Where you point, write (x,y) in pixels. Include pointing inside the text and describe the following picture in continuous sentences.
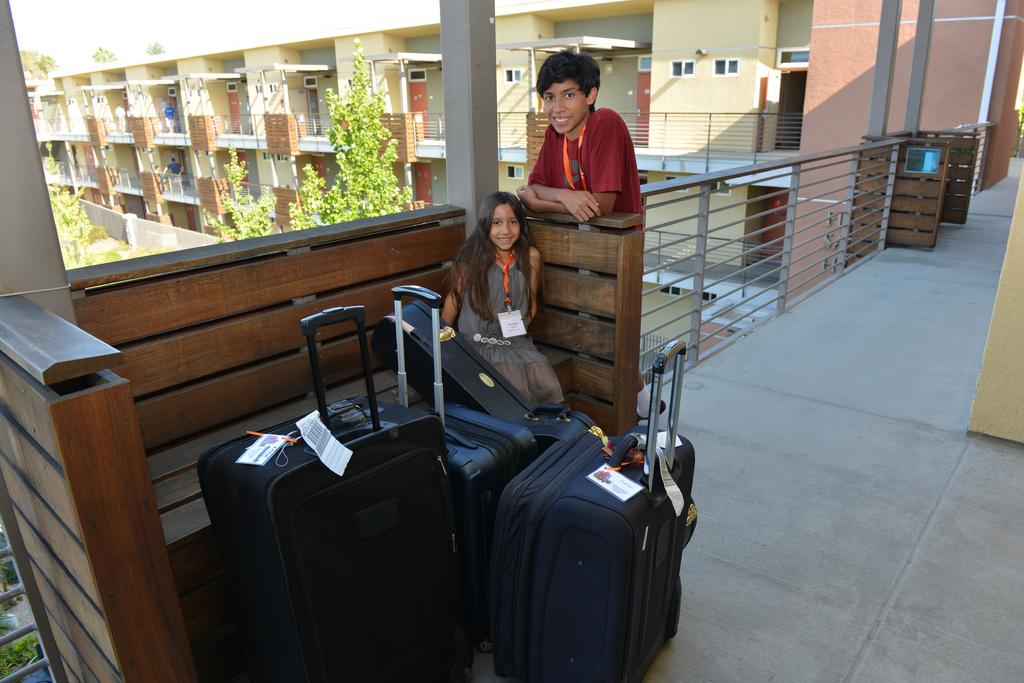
This picture is of outside. In the foreground (378,446) we can see the bags (525,477) placed on the ground (786,615) and there is a girl (488,257) sitting on the bench (227,371) and a boy (574,121) smiling and standing. In the background (219,60) we can see the buildings (292,60) and trees (87,222).
